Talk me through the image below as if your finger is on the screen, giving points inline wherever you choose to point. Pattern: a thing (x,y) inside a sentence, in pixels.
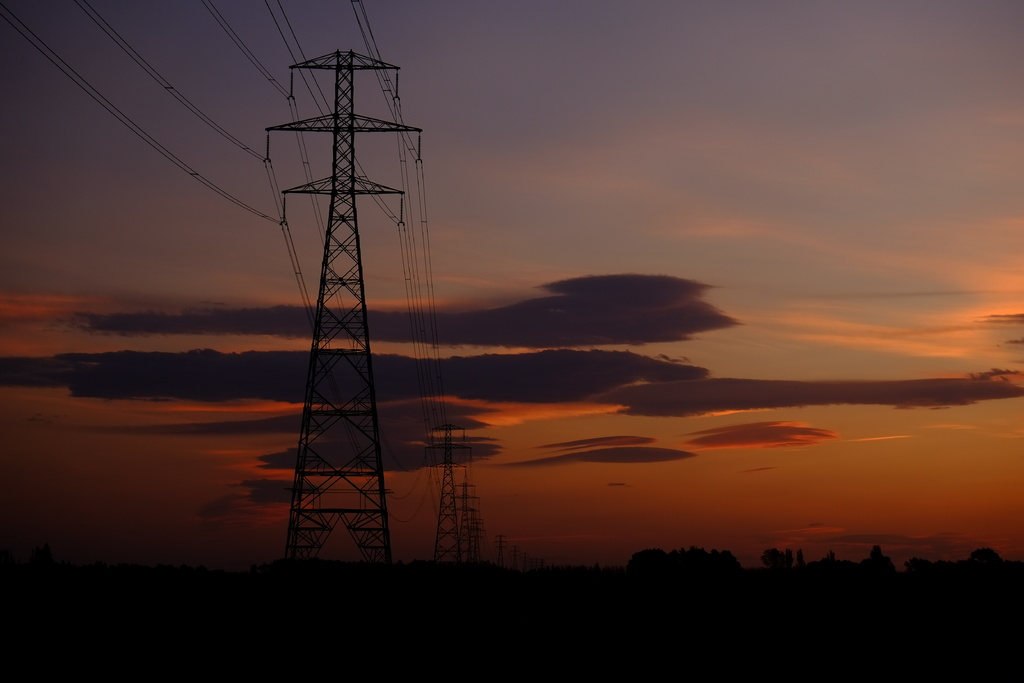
In this image we can see the towers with some wires (238,202). We can also see a group of trees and the sky (726,492) which looks cloudy.
